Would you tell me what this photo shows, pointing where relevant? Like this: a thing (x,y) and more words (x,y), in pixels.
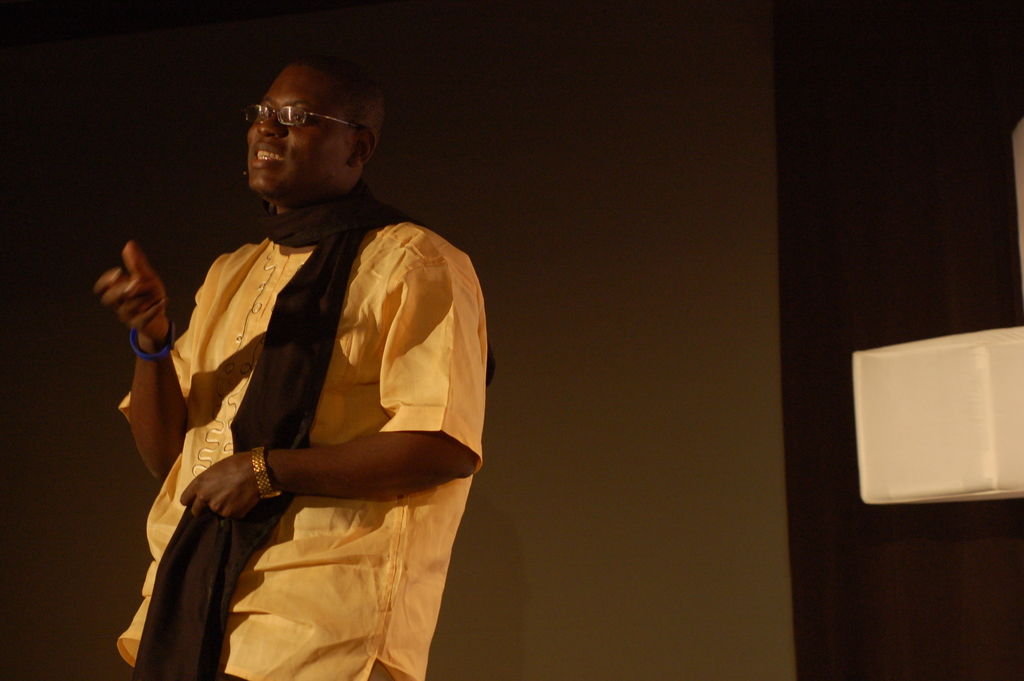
In the center of the image (465,261) there is a person (377,653) wearing a scarf (191,521). In the background of the image (583,209) there is a wall (763,424).
